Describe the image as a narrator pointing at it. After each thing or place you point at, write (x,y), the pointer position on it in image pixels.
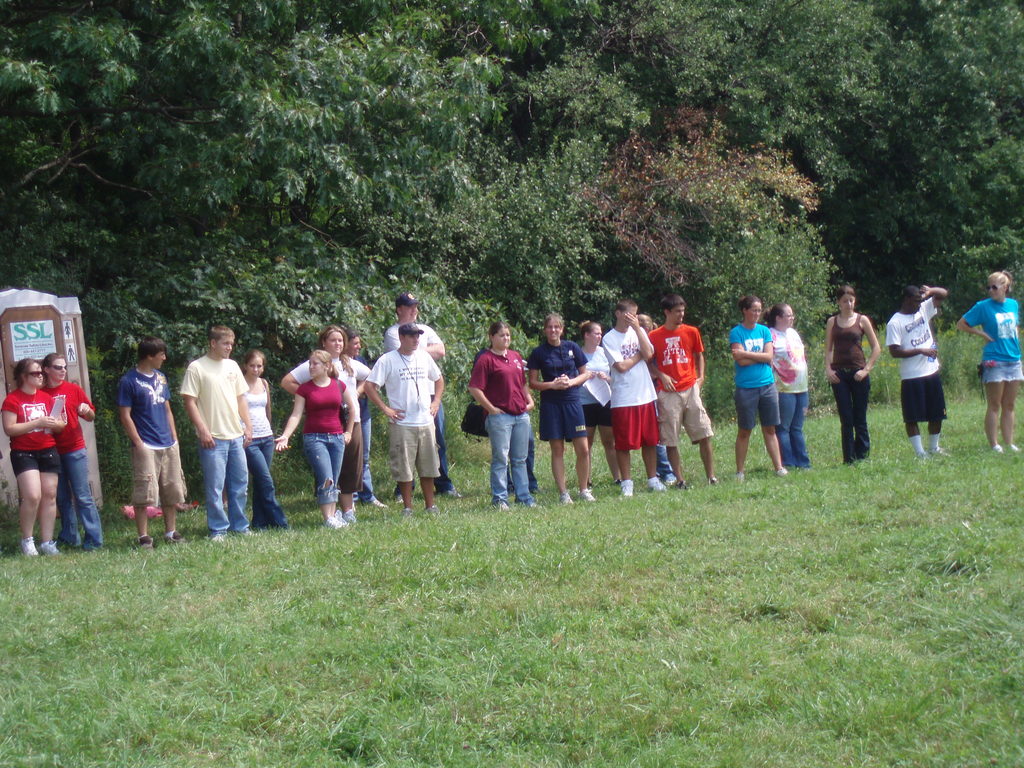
In this picture i can see a group of people (486,416) are standing on the ground (673,621). On the left side (11,476) i can see an object (53,325). In the background (542,150) i can see trees (523,186) and grass (532,607).
